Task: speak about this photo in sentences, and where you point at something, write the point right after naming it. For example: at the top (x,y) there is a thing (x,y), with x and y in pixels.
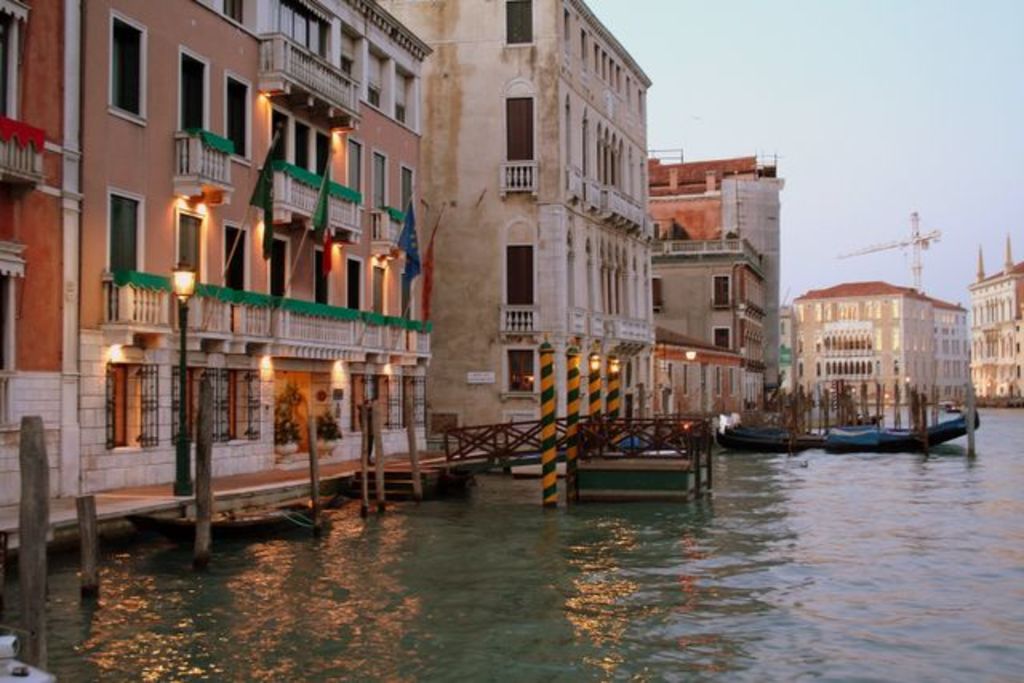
To the bottom of the image (813,552) there is water (559,558). In the middle of the water (353,532) there are boats (940,431). And to the left side (41,617) on the water (661,528) there are wooden poles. And to the left corner (132,189) there is a building (203,187) with windows (136,59), walls (88,96), pillars (74,141), balcony (188,167) with green cloth (295,167) and also there are flagpoles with flags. And in the background (502,161) there are many buildings (571,282) with walls (486,108), windows (514,128), balconies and pillars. To the right side of the image (864,332) there is a building (890,340), behind the building (922,297) there is a crane (913,239). And to the top right of the image (864,106) there is a sky (865,154).
